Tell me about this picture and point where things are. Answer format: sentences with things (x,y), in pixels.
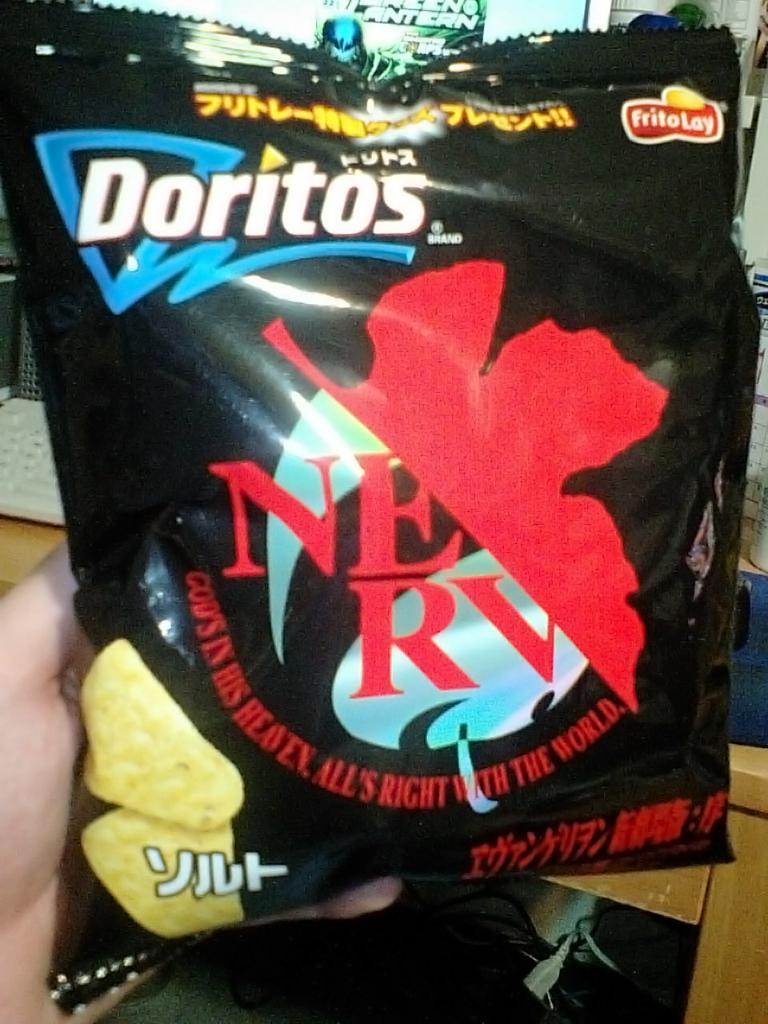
In this image on the left side (41,714) there is one persons hand (44,659) is visible, and the person (44,669) is holding some packet (302,540). And in the background (687,913) there are some objects (580,953).
